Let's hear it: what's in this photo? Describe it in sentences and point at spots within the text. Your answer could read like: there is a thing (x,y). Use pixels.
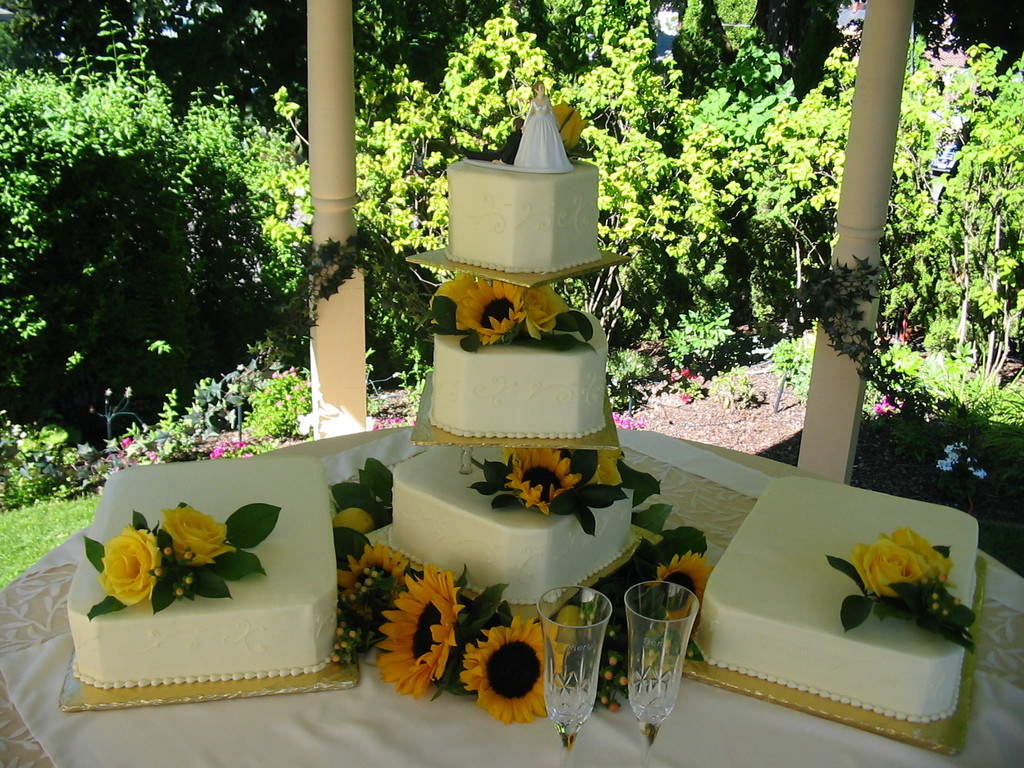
In this image, we can see a table (726,470) contains cakes (754,597), flowers (495,472) and glasses (594,647). There are some plants (622,151) and poles (843,220) in the middle of the image (672,288).
